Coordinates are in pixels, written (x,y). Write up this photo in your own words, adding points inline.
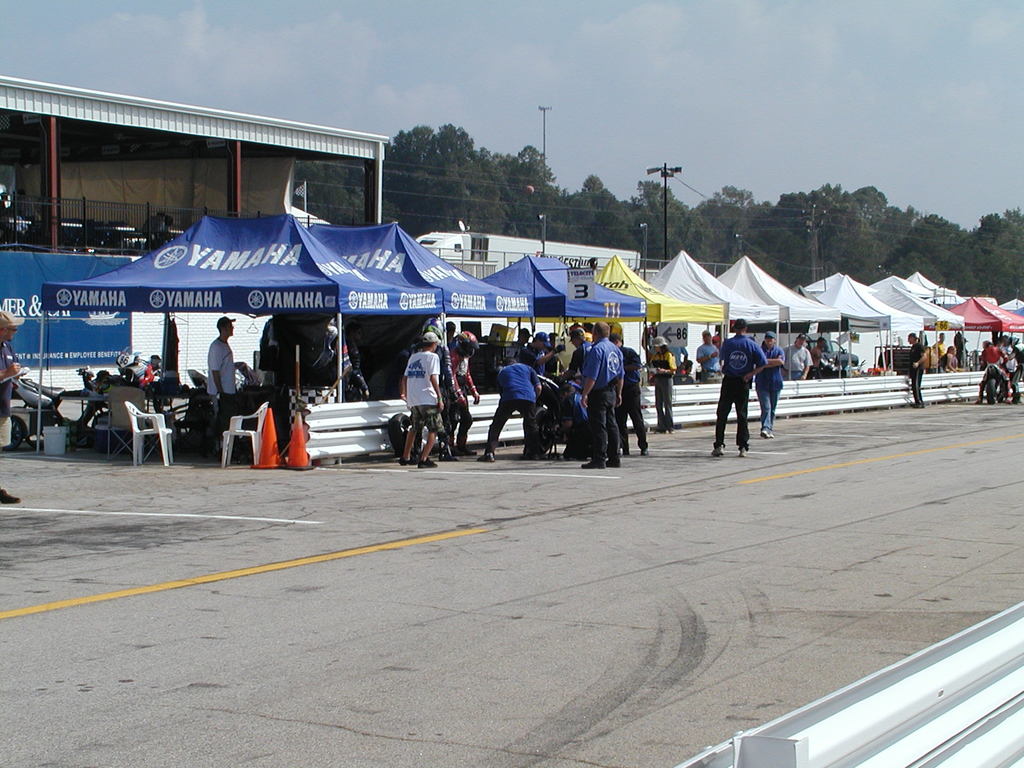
In this picture we can see group of men (606,370) wearing blue t-shirt (621,376) and standing near the Yamaha stall (468,303). Behind we can see rooftop building (118,213) with black color grill balcony (151,234). In the background (521,210) we can see some trees (526,222).
